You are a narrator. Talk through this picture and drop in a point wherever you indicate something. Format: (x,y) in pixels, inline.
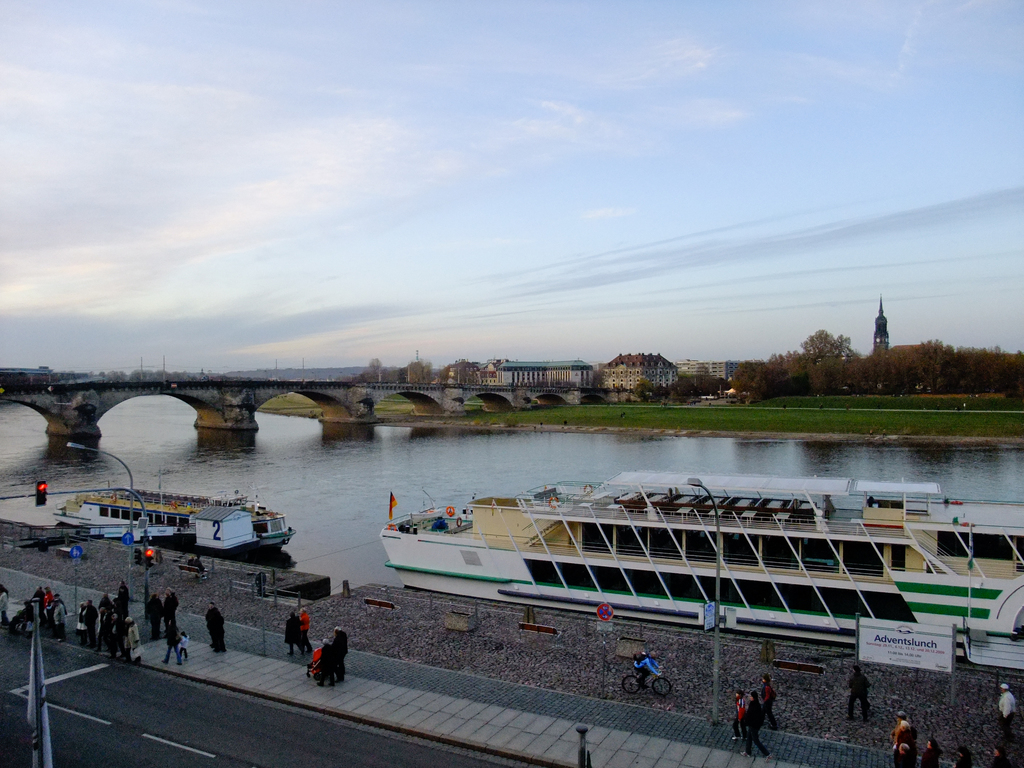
In this image we can see some people (336,653) walking on the pathway (390,659). We can also see some boats (390,554) on the water (408,502). We can see a bridge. On the backside (568,212) we can see some trees (770,381), houses (634,374) with roof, a tower (875,342), grass (763,420), poles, traffic lights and the sky (638,137) which looks cloudy.
